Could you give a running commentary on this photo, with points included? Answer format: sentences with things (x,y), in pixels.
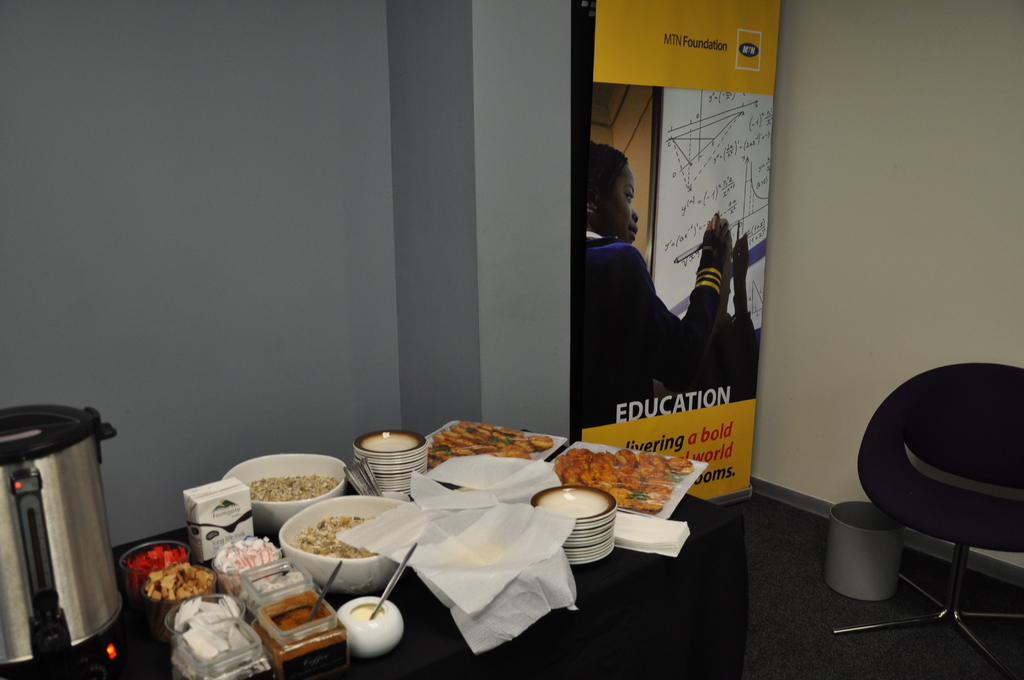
In this image we can see the table (582,564) which is covered with the black color cloth (670,584). On the table (615,559) we can see the kitchen appliance (67,442), also food items (302,486), spoons (319,603), tissues (437,559), plates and also a packet (239,525). In the background (256,263) we can see the plain wall (871,85) and also the banner (737,118) with text (716,432) and also the image (702,356). On the right (897,432) there is a chair (938,396) and also an object (837,552) on the floor (826,612).
